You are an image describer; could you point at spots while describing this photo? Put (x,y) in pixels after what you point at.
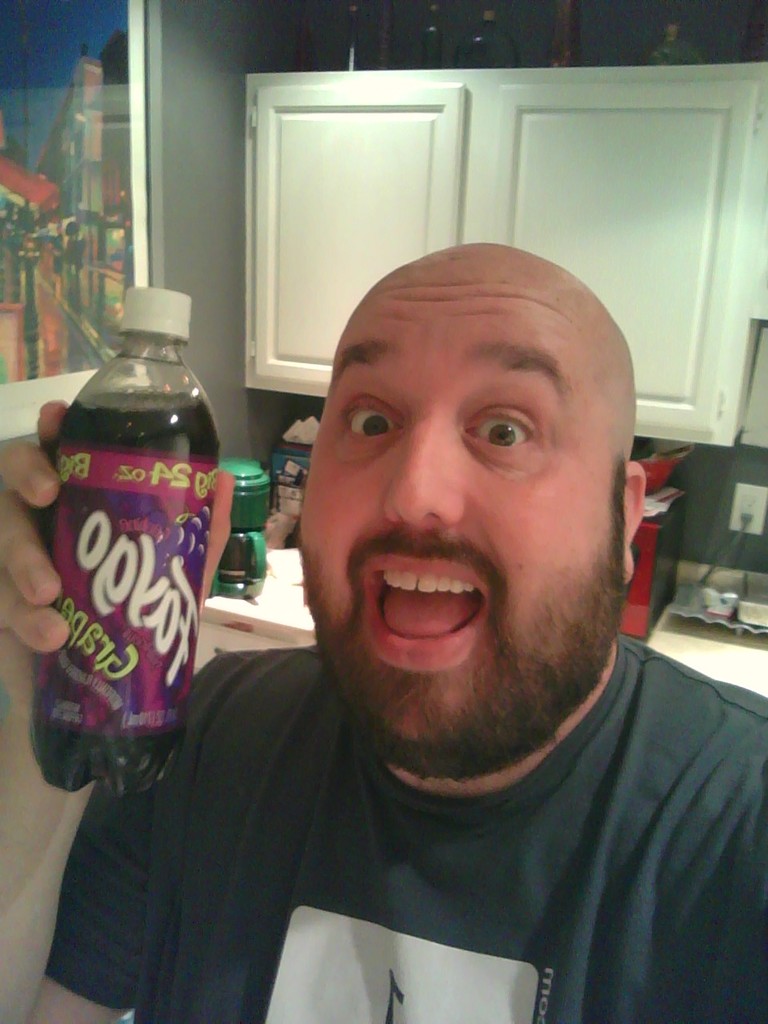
This picture shows a man (192,740) holding a bottle (134,335) in his hand (36,586).
